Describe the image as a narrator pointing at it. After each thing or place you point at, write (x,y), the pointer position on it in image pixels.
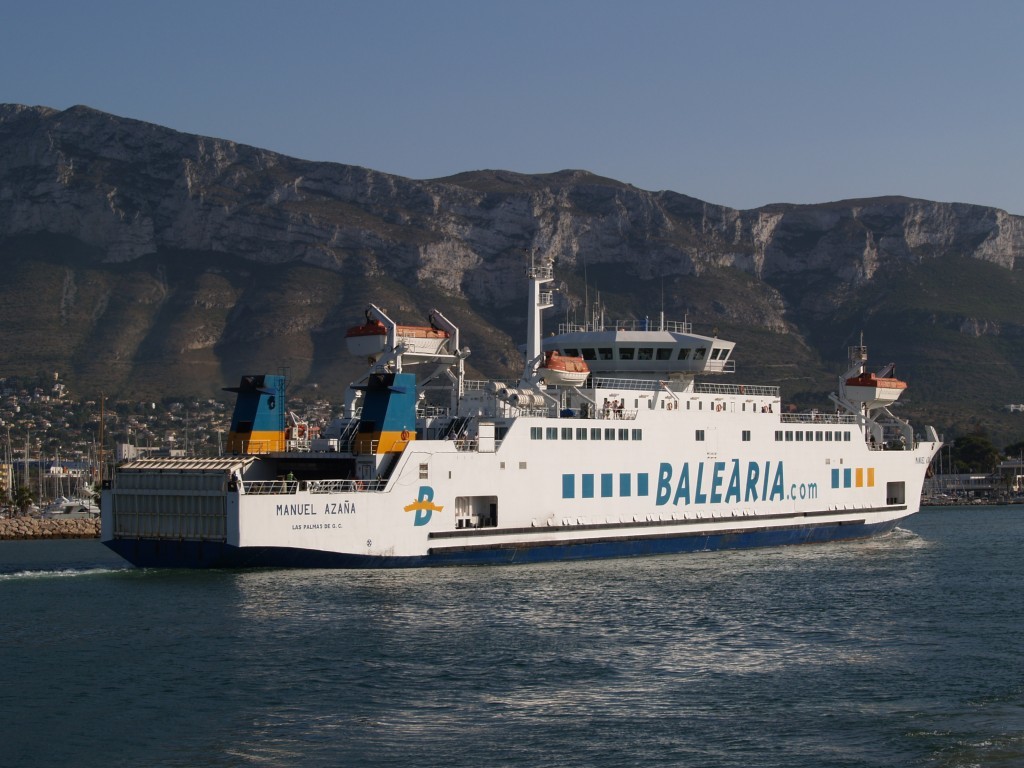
In this image there is a ship (760,401) in the water (208,622). At the background (153,430) there are buildings (131,429), mountains (530,223) and sky (611,53).
